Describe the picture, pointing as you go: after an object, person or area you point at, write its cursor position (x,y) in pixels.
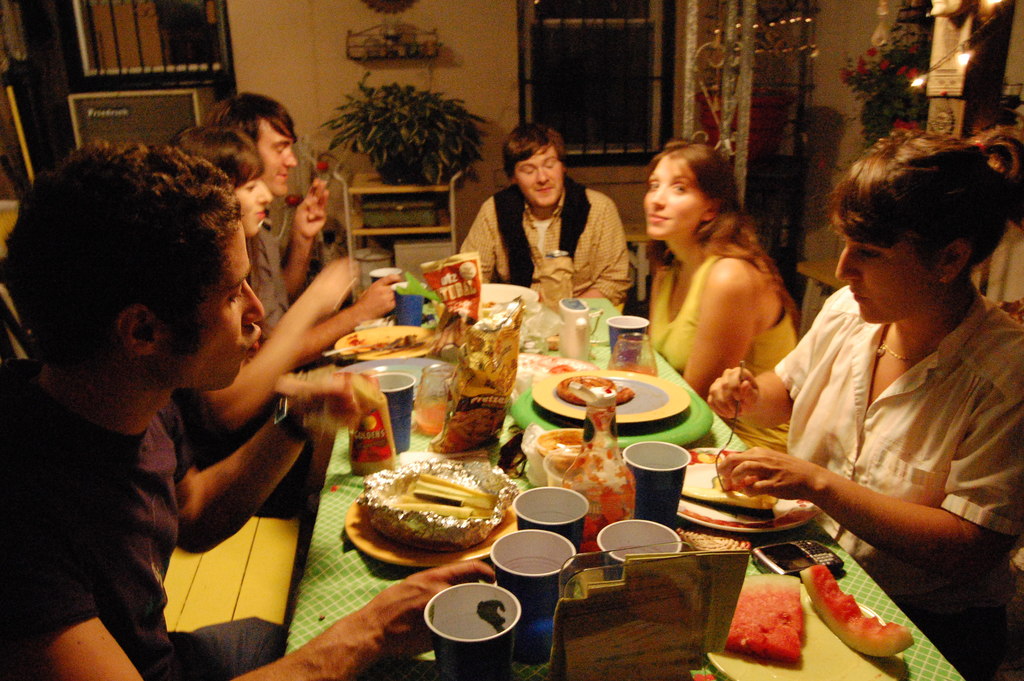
There are people (319,216) sitting around the table (501,439). In the background (404,171) there is a tree (445,171) and a window (595,156). There is a glass (625,532) on the table (625,497). There are fruits (746,595) and chips (437,311) and some drinks (431,431).
